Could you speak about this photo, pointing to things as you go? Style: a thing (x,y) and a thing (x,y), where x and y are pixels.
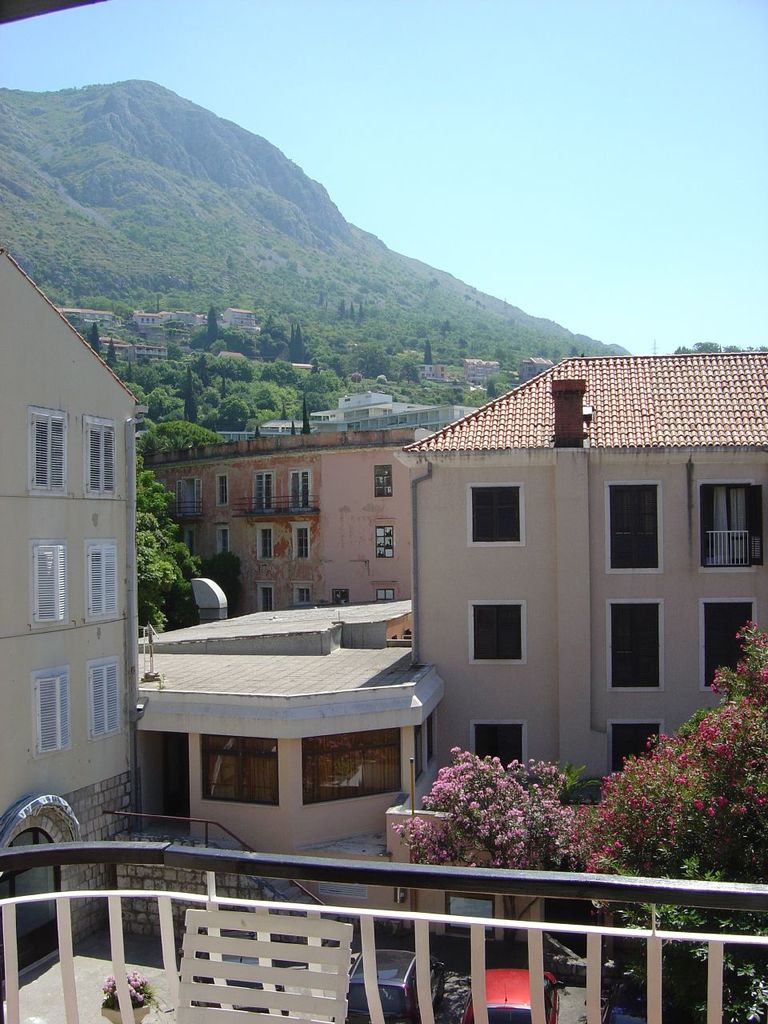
In this image we can see a few buildings (303,701), there are some plants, flowers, grille (143,861), windows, vehicles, mountains (273,183) and doors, in the background (557,126) we can see the sky (328,160).
